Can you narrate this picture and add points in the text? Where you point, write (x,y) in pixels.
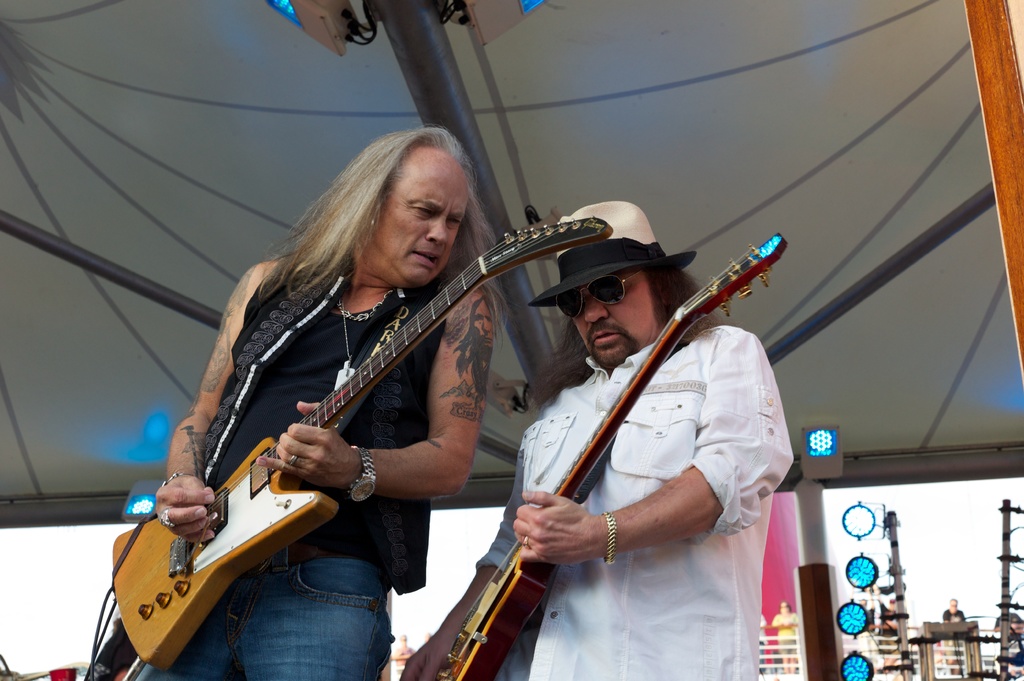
In this image, there are two persons (706,572) standing and playing a guitar (449,285). A roof top (698,88) is grey in color on which pole (408,35) is mounted. In the background (967,629) poles (1008,507) are visible and a person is standing in front of that. And a sky (942,537) is visible on both side of the image. It looks as if the image is taken inside a boat (774,566).
